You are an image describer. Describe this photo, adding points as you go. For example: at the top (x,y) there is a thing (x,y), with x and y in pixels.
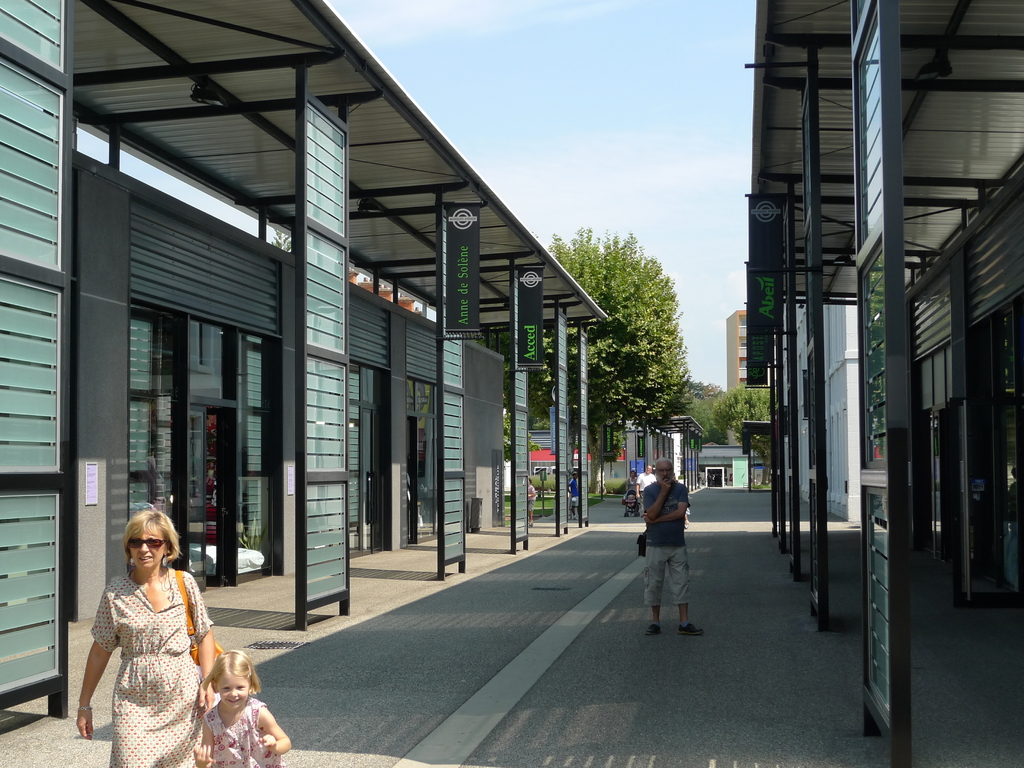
In this image we can see persons (276,728) on the road (292,718), shed (693,449), stores (254,449), information boards (466,229), name plates (466,326), trees (676,359) and sky (701,122).
